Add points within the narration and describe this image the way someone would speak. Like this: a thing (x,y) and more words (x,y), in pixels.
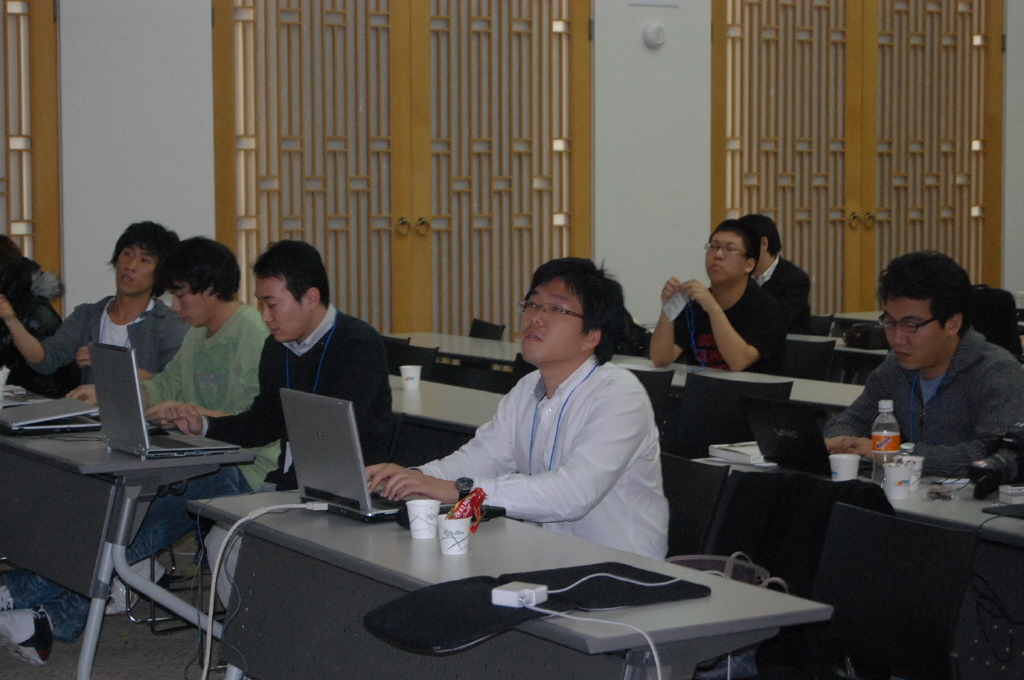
Here we can see few persons (475,453) are sitting on the chairs (930,610). There are tables (505,571). Here we can see laptops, cups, bottle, and cables (608,624). This is floor (148,645). In the background (190,113) we can see a wall (150,114) and a door (408,178).
